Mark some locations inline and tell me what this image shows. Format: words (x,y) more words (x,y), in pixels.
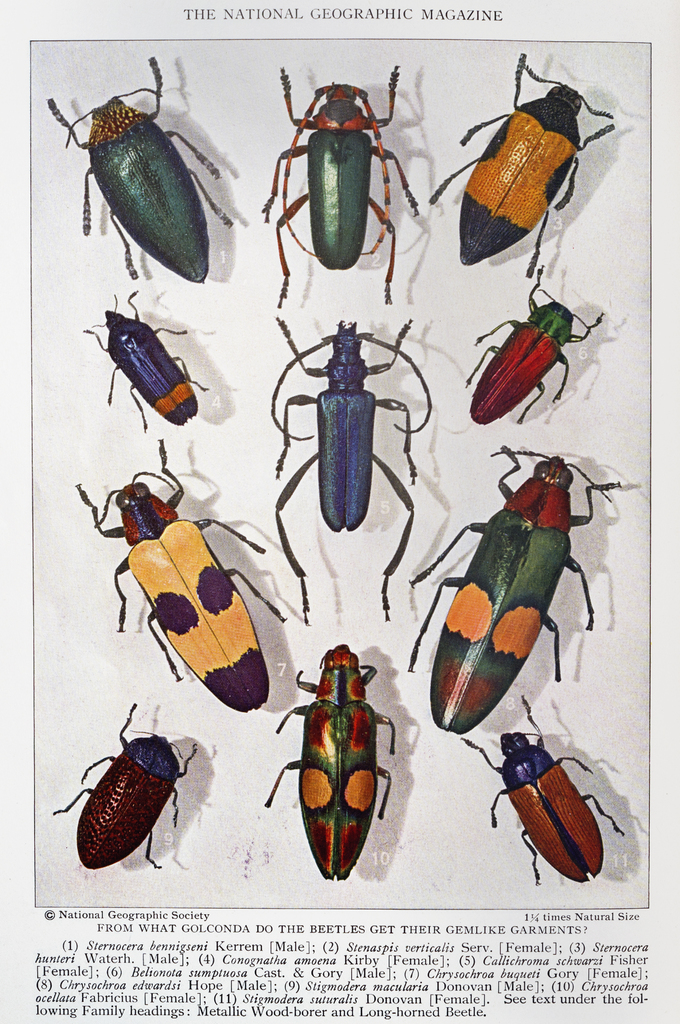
In this image, we can see a magazine (337,806). Here we can see few insects pictures (240,705). At the top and bottom of the image (336,962), we can see some text (253,982) and numerical numbers (469,965).
